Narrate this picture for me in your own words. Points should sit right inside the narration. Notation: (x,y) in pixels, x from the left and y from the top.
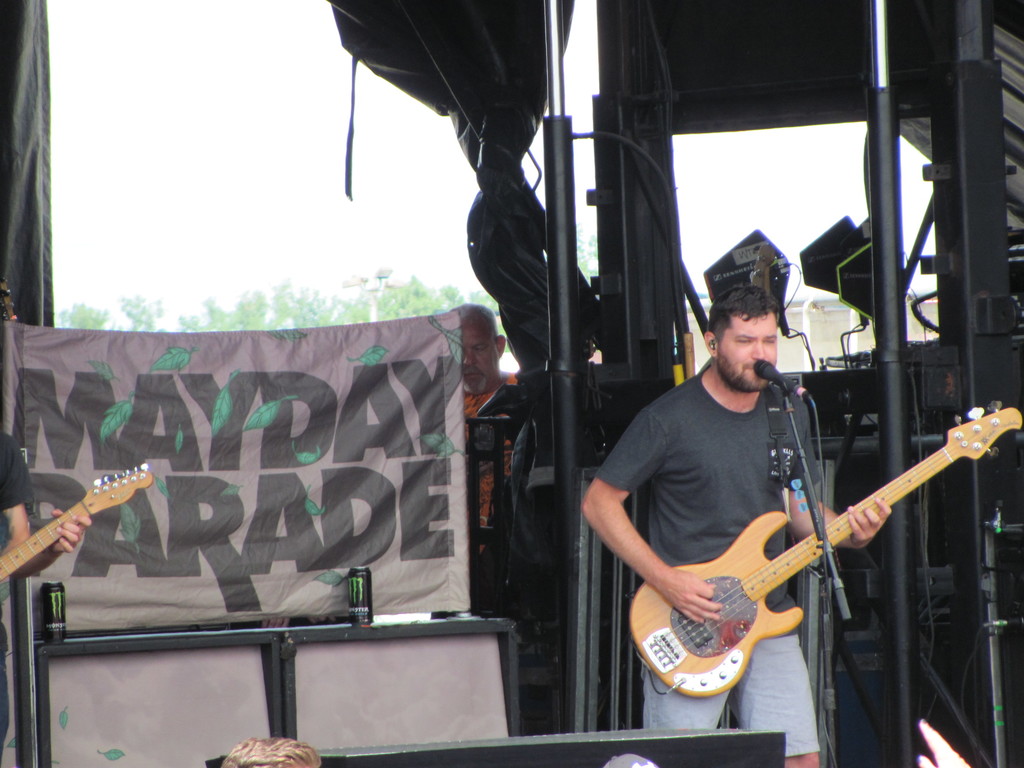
He is standing. He's holding a guitar (913,480). He's playing a guitar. We can see in the background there is a tree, banner (302,400) and sky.
